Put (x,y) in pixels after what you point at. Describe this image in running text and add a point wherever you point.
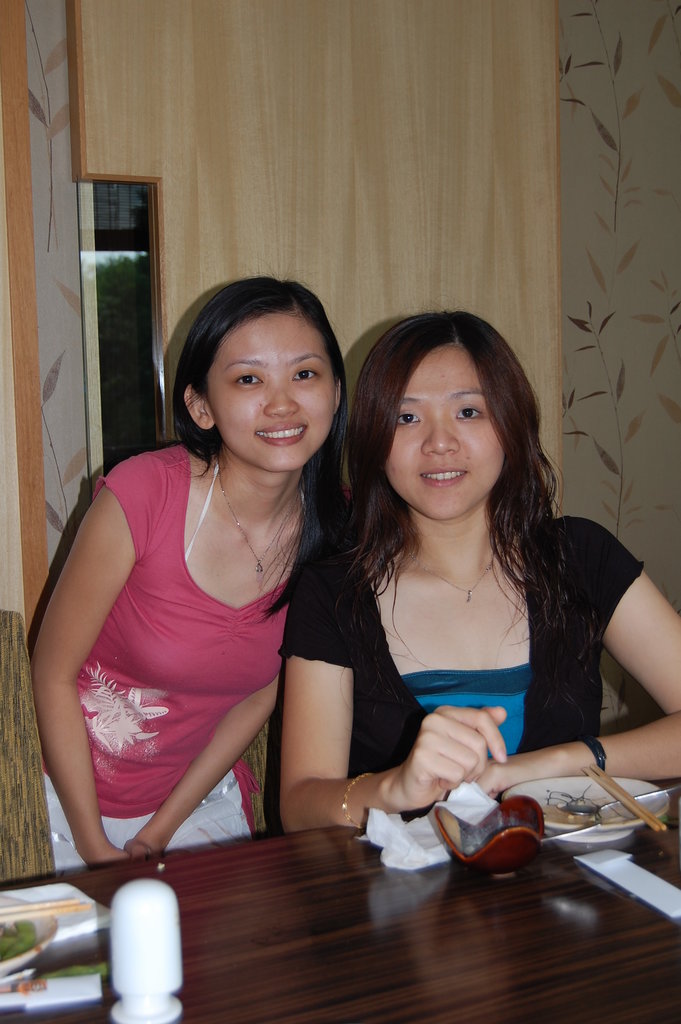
The women (364,666) wearing black dress (364,674) is sitting and the other woman (238,579) is standing beside her and there is a table (384,906) in front of them.
